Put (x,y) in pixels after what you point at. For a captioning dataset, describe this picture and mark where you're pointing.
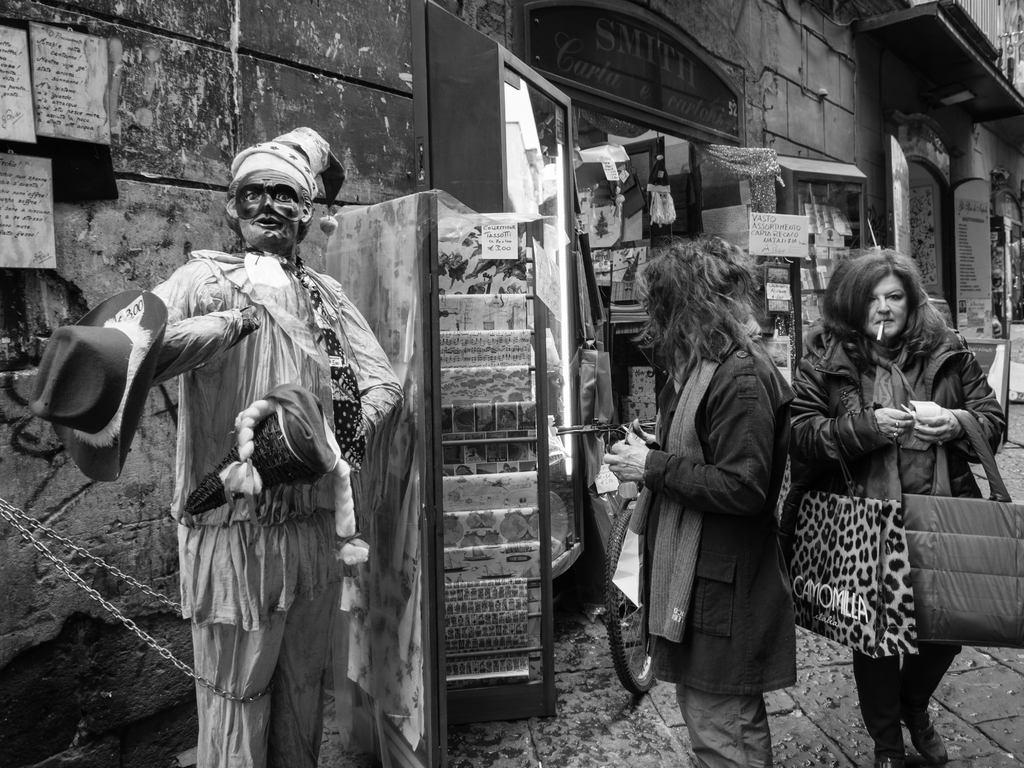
It is a black and white image there are few stores (712,199) beside the footpath (796,696) and there is a mannequin (234,416) on the left side (319,385), there are two women (762,445) standing in front a store (627,261) beside the mannequin (220,418) and the second woman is holding two bags (887,517).
